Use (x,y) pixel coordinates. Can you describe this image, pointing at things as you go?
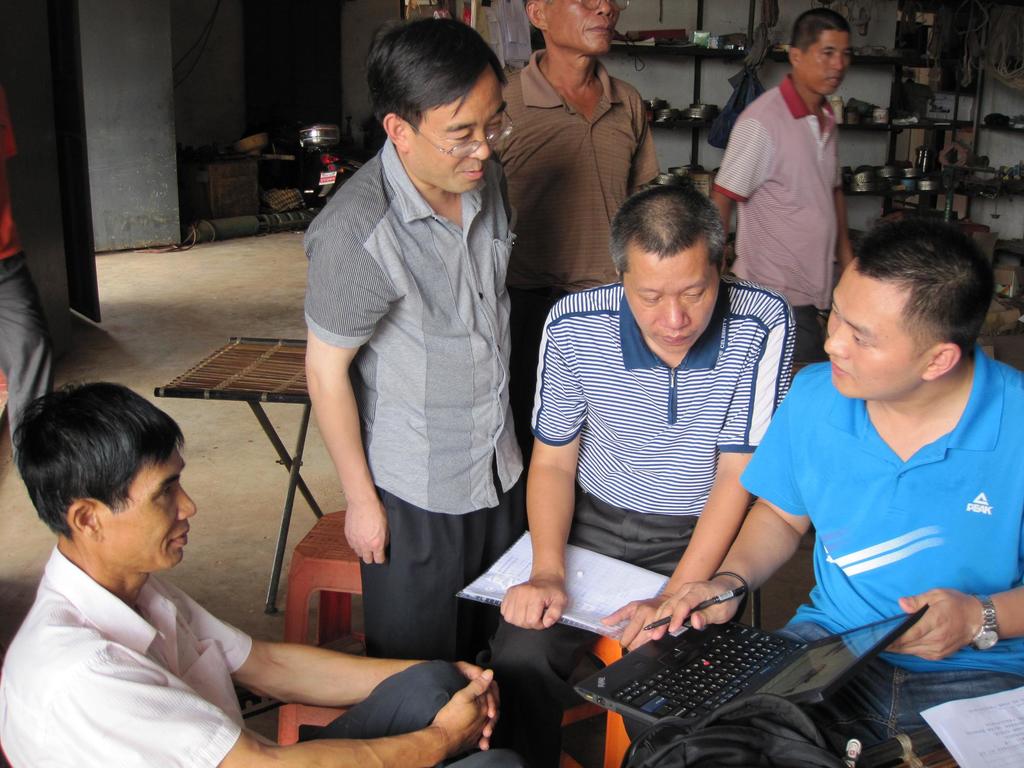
In this image, there are a few people (690,344). Among them, we can see a person (866,564) sitting is holding a device (729,638). We can also see some objects (726,762) on the bottom right (837,764). We can see a stool (323,611) and the stand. We can see the wall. We can see some shelves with objects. We can also see the ground (204,325) with some objects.
